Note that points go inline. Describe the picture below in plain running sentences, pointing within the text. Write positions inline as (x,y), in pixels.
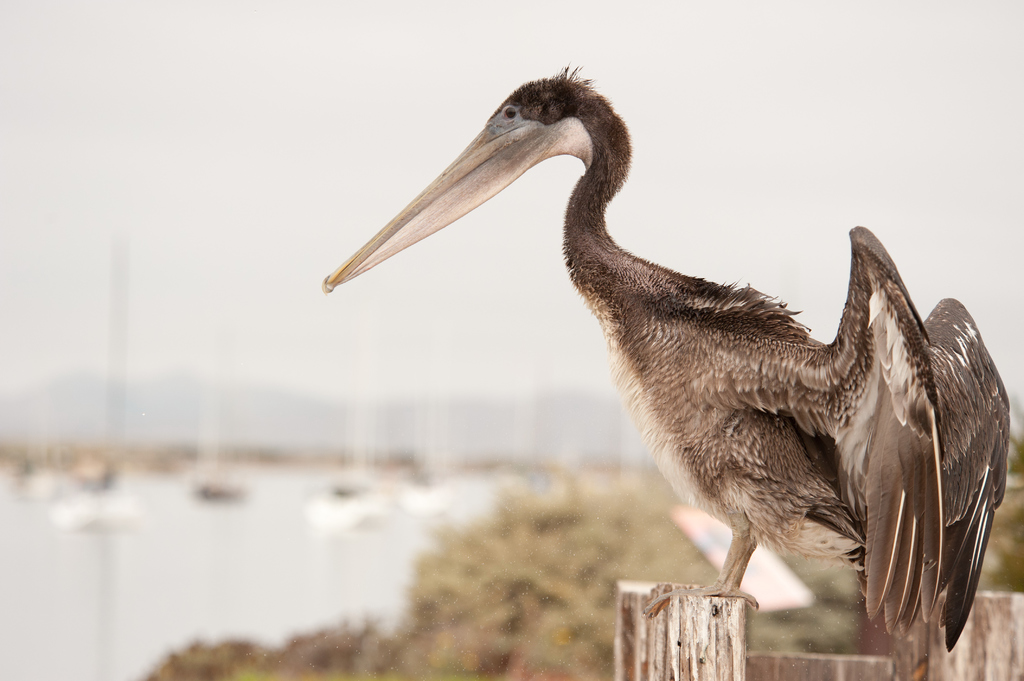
In this image we can see a bird (790,327) on a wooden surface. Behind the bird (732,582) we can see a group of trees (564,549) and water (483,505). The background of the image (436,406) is blurred.
